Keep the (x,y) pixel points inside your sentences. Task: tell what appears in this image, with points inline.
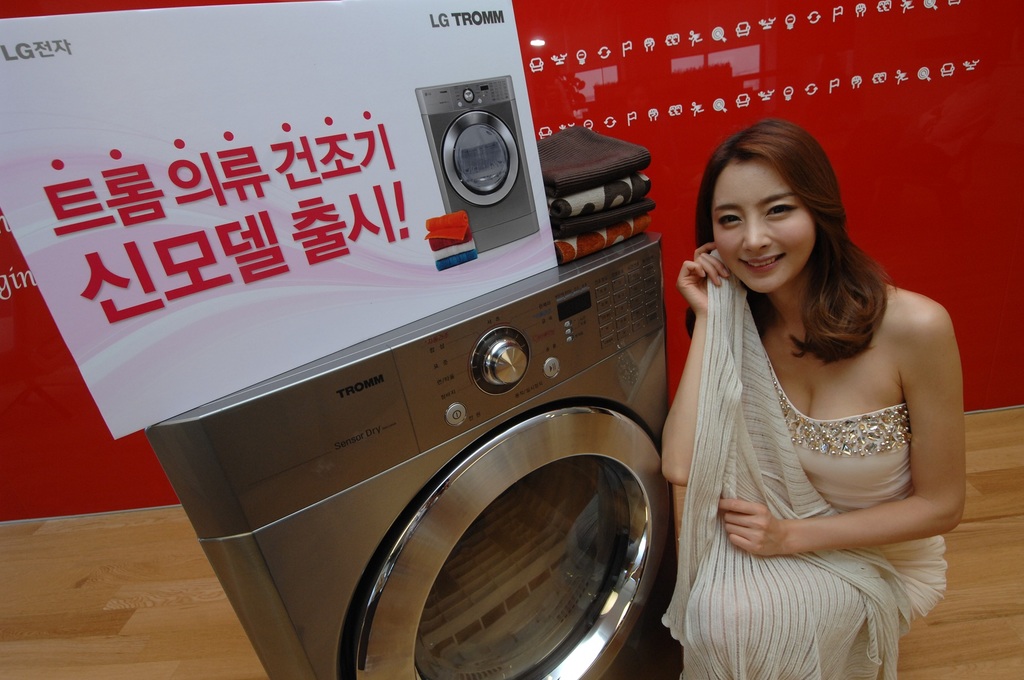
In this picture there is a girl (781,164) who is sitting on the right side of the image (720,455) and there is a washing machine (536,399) in the center of the image (626,435), on which there is a poster (534,203) and clothes (580,176), there is a poster (26,300) in the background area of the image (603,50).
